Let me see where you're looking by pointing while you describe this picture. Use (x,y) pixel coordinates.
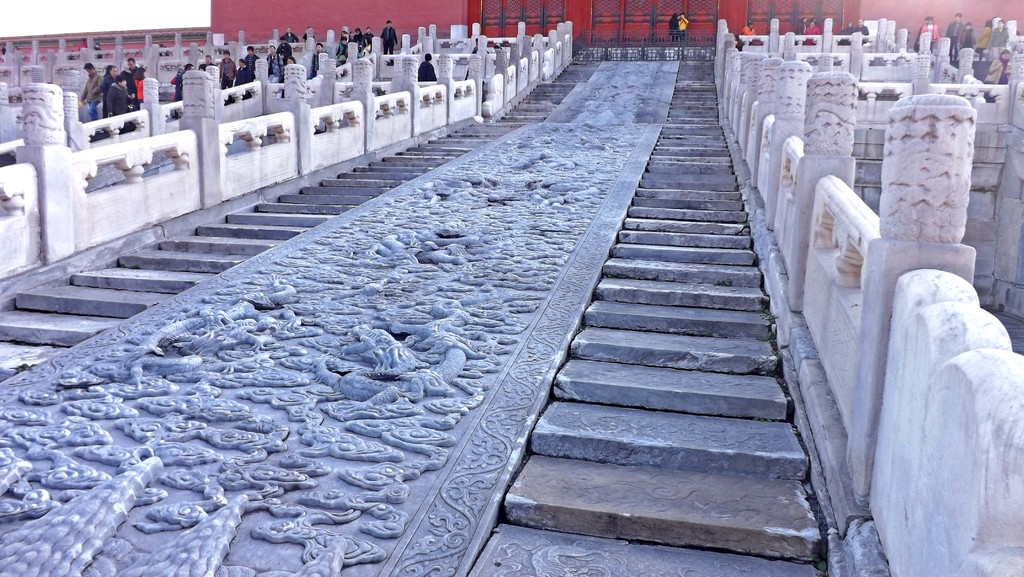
In this picture I can see stairs (568,469), there are sculptures (289,325) on the floor (599,95), there are group of people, there are sculpted pillars (722,64) and iron grilles (643,47).
